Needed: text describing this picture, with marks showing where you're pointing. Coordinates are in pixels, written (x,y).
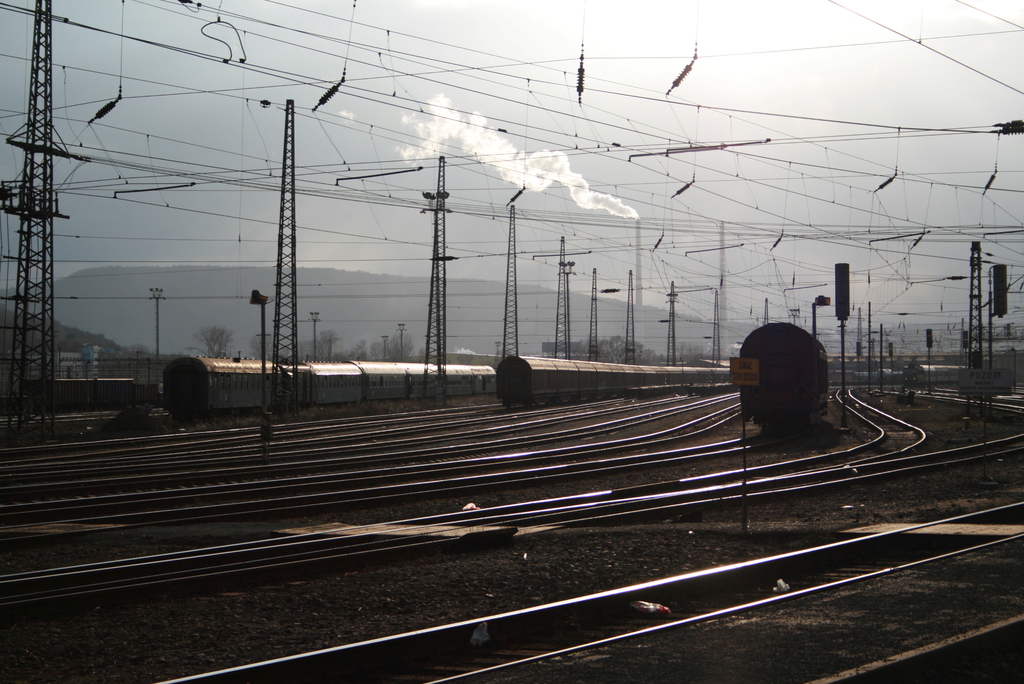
In this image we can see trains (799,404), railway tracks (562,496), few towers (35,252) with wires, a board (741,363) to the pole (744,424), signal lights (842,304) and in the background (201,325) there are trees (614,353) and mountain (447,292) and the sky (573,94) on the top (721,88).
